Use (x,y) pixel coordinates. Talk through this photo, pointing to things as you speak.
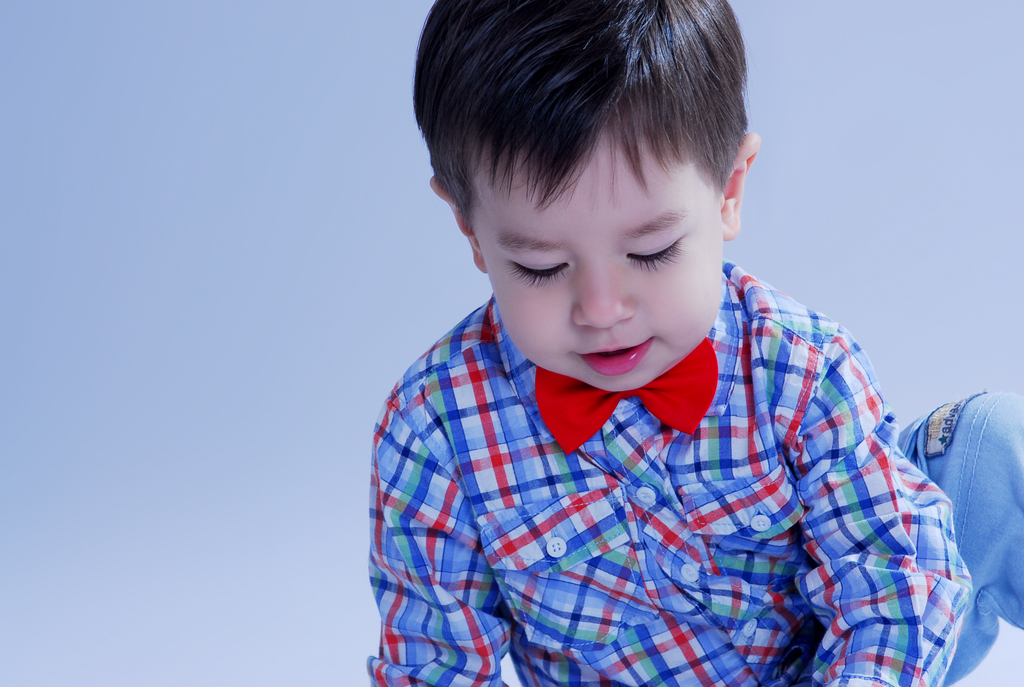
In this image I can see a child (660,329) wearing shirt (749,489) and blue jeans (960,499). I can see the white colored background (217,250).
